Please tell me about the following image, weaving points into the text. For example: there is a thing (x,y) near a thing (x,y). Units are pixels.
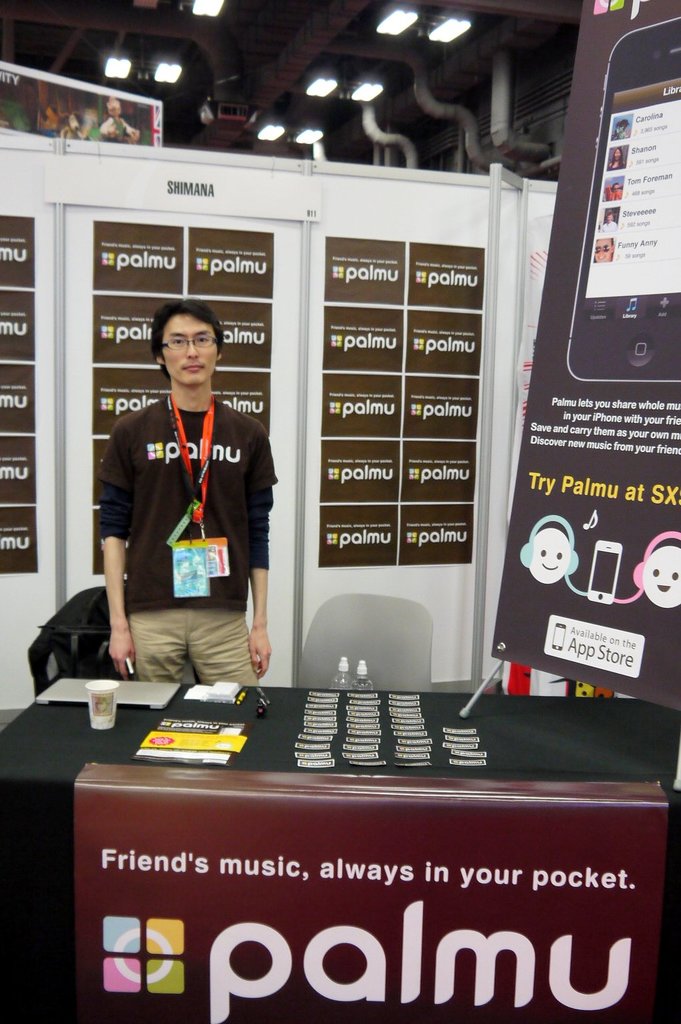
In the foreground of the picture (473,767) there is a table (282,758), on the table (340,758) there are pamphlet (166,732), stickers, glass (103,705), laptop (44,697), banner (389,781) and other objects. On the right (650,376) there is a banner (647,339). In the center of the picture (342,397) there are banner (231,329), chair (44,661) and a person (202,503) standing, he is wearing identity cards (192,545). At the top (300,51) there are lights (322,92) pipes (444,111) and ceiling (248,101).
